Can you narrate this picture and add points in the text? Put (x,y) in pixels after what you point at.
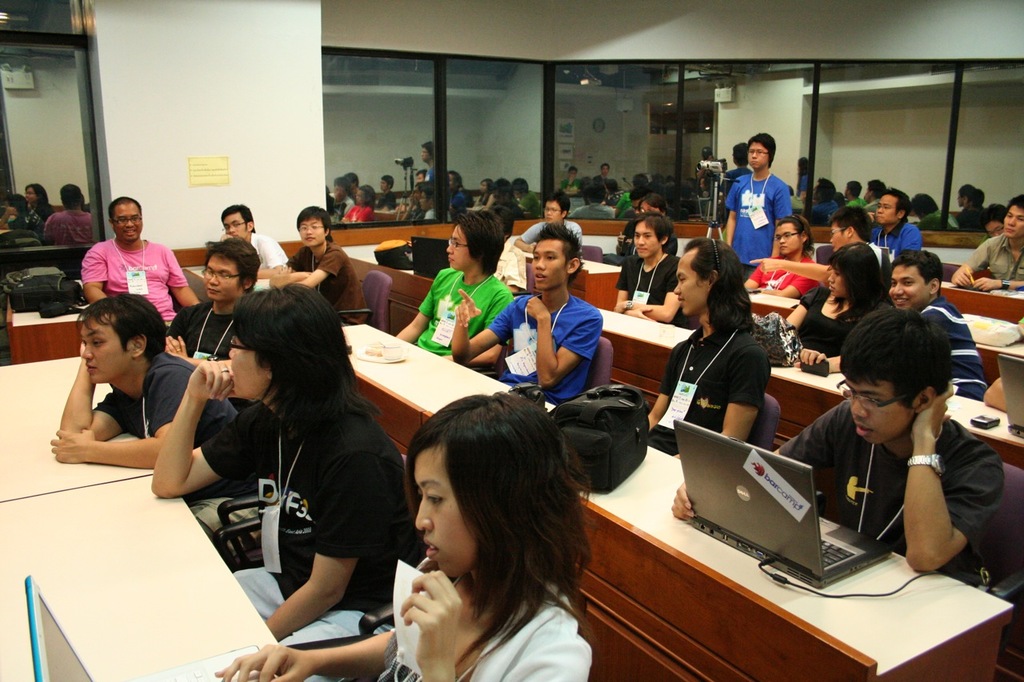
In this image, we can see people (580,491) wearing id cards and sitting on the chairs (376,620) and we can see bags (580,425) and some other objects (386,351) and there are laptops (790,504) are on the tables (668,533). In the background (411,113), there are glass doors (435,114) and there is a wall (145,53).
